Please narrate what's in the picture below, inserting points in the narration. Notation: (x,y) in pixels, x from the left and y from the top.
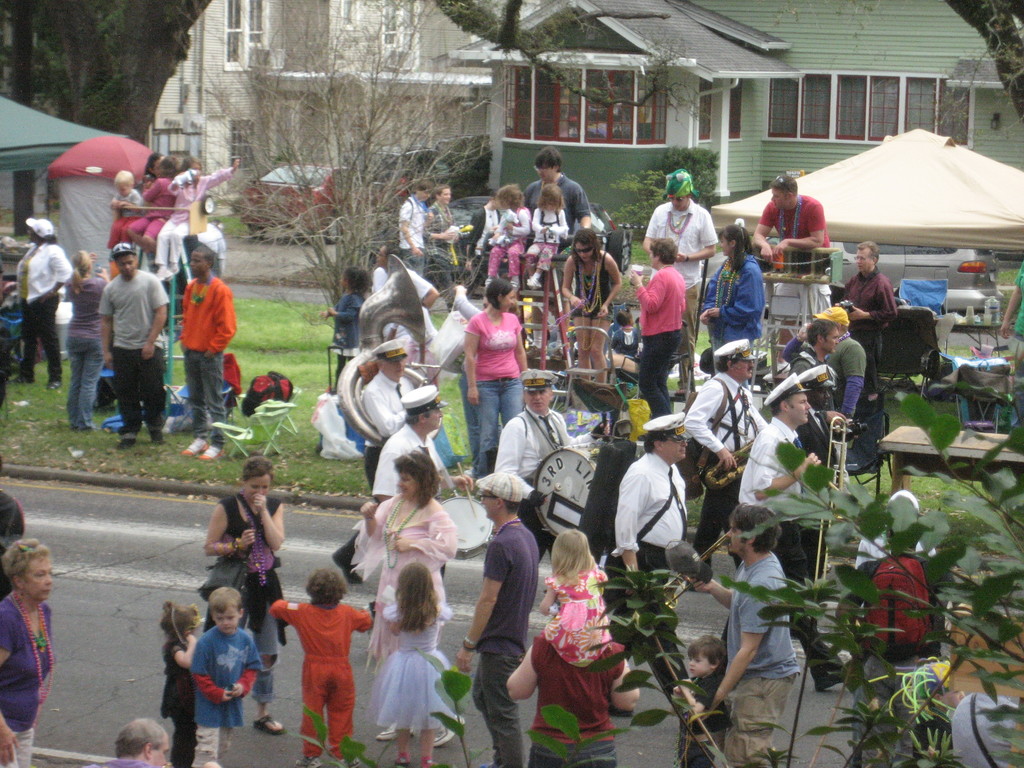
People (388,448) are present. There are a group of people (813,436) playing musical instruments (562,453). There is grass (299,367), chairs (600,382), tents (18,148), people (127,338) and trees (294,226). There are vehicles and buildings (624,60) at the back (572,60).
